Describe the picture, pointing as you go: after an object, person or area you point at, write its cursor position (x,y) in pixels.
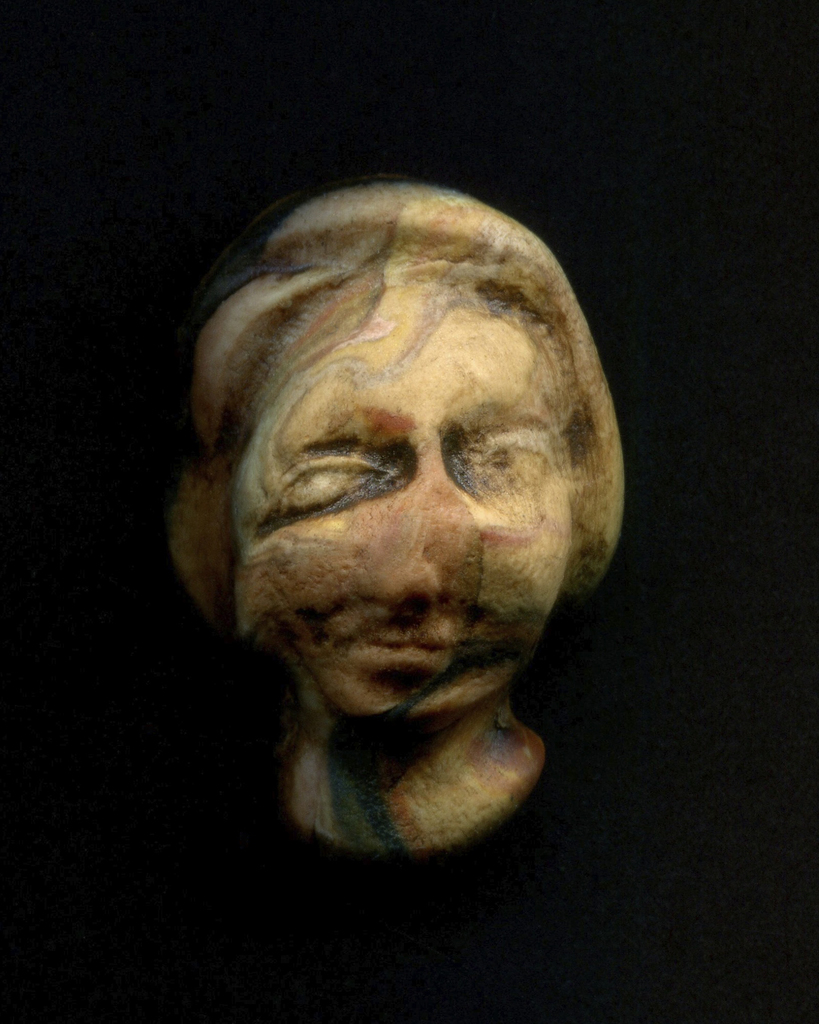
In this image there is a sculpture (429,509).
